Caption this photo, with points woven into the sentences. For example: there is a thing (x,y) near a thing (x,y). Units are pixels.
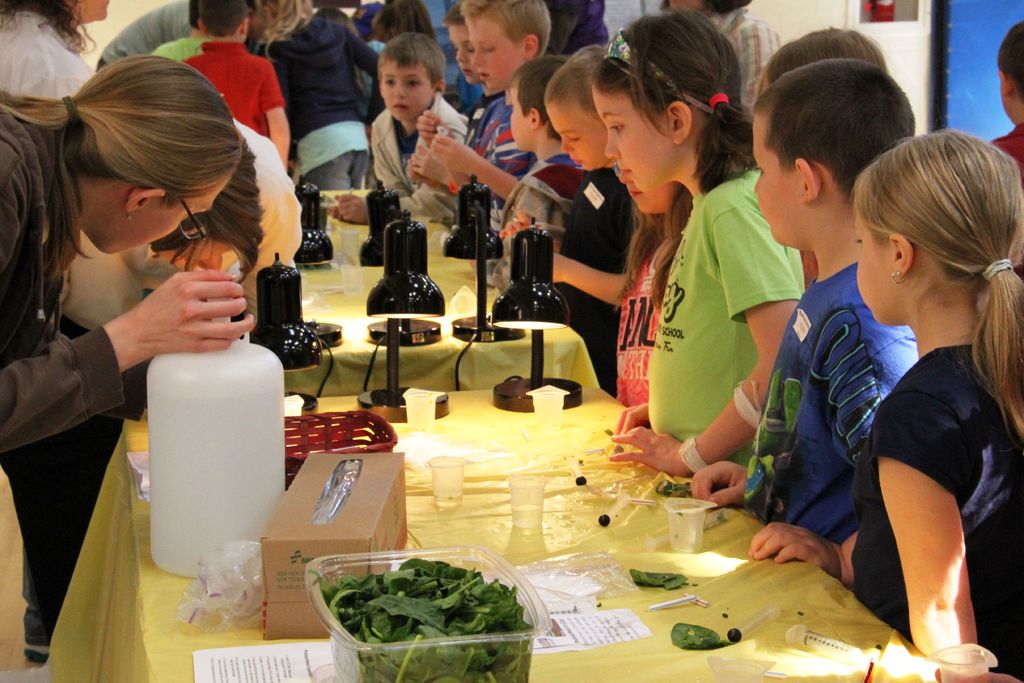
In this image there are some people (316,159) who are standing, and also there are some children (561,230). In the center (523,337) there are some tables (706,577), on the tables (510,441) there are some boxes (303,509), bowls (336,581), glasses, papers (630,617), cans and some other objects (588,561) and also there are some lights (477,326). In the background (782,10) there is a wall (881,31).
